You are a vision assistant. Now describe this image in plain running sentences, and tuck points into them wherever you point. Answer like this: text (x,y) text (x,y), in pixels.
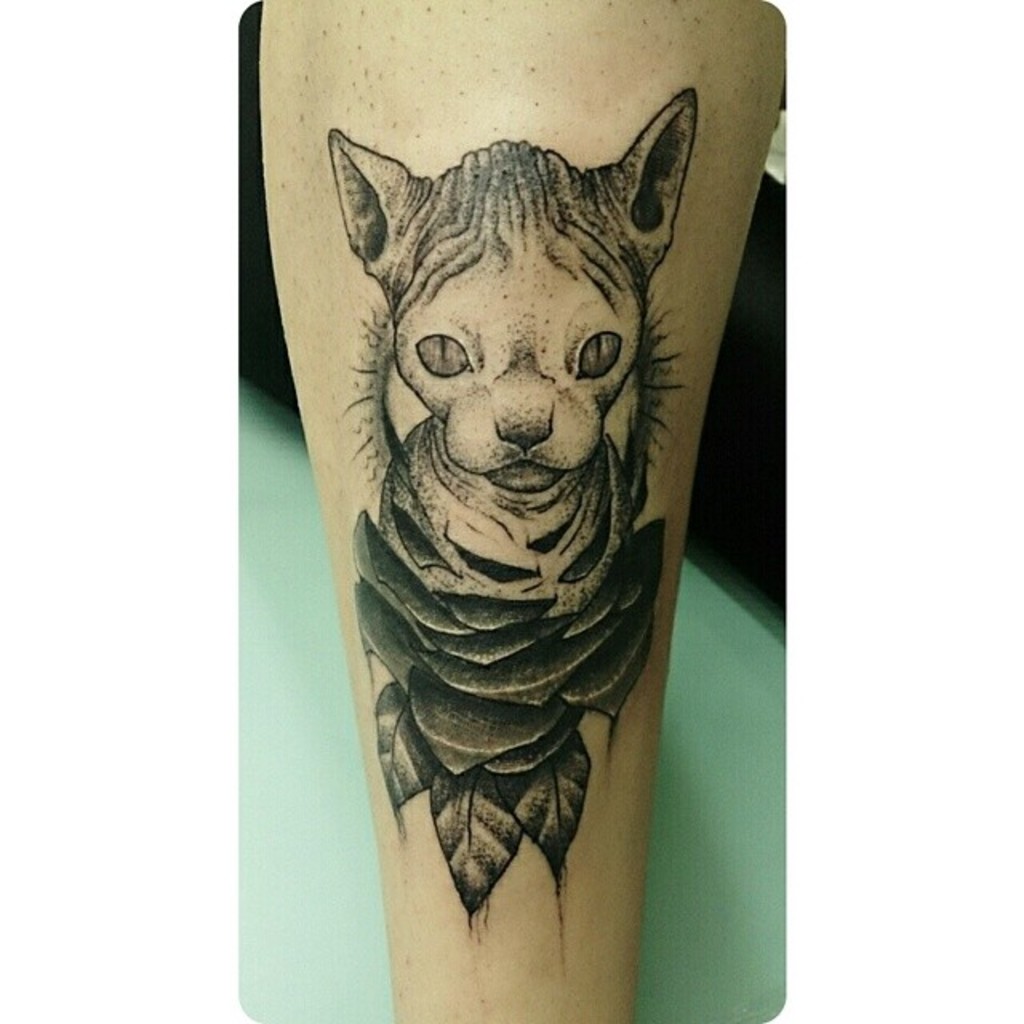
In this image we can see a tattoo (471,253) on the leg (367,390). In the background (322,983) we can see the platform (320,955).
